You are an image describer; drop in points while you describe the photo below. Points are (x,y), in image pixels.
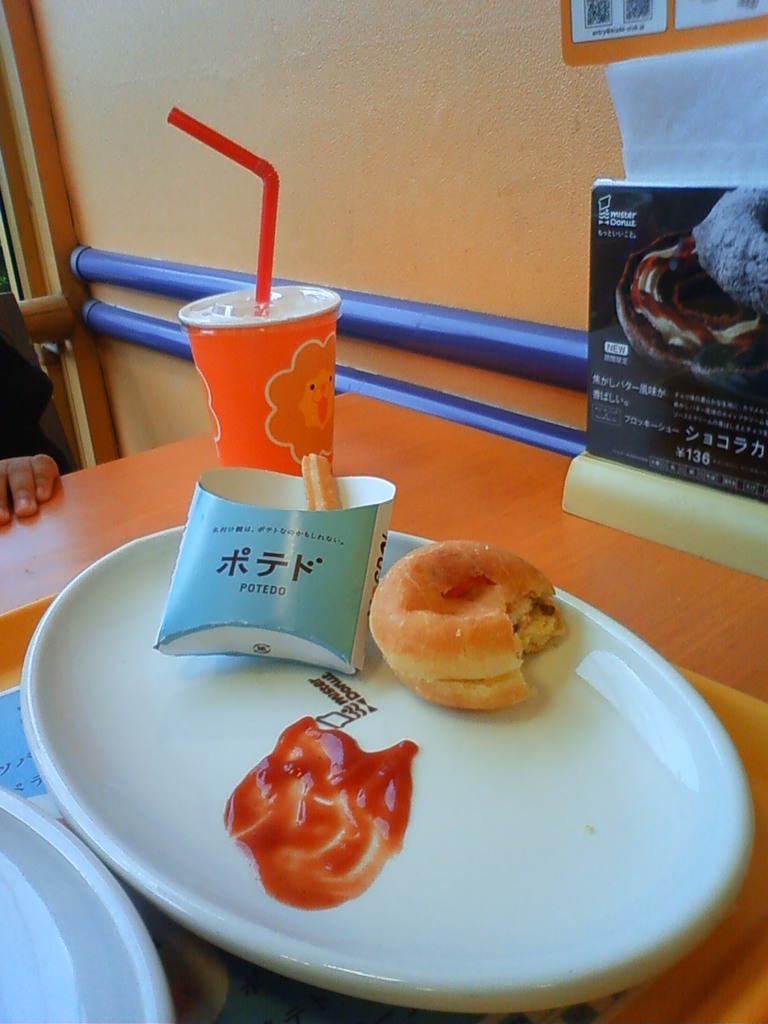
In this picture I can see plates (610,622) on the table (644,596), there are food items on one of the plate (690,891), there is a paper glass (212,306) with a straw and there are papers (747,310) on the table (424,465), there is a hand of a person (3,402), and in the background (205,283) there is a wall (106,21).
